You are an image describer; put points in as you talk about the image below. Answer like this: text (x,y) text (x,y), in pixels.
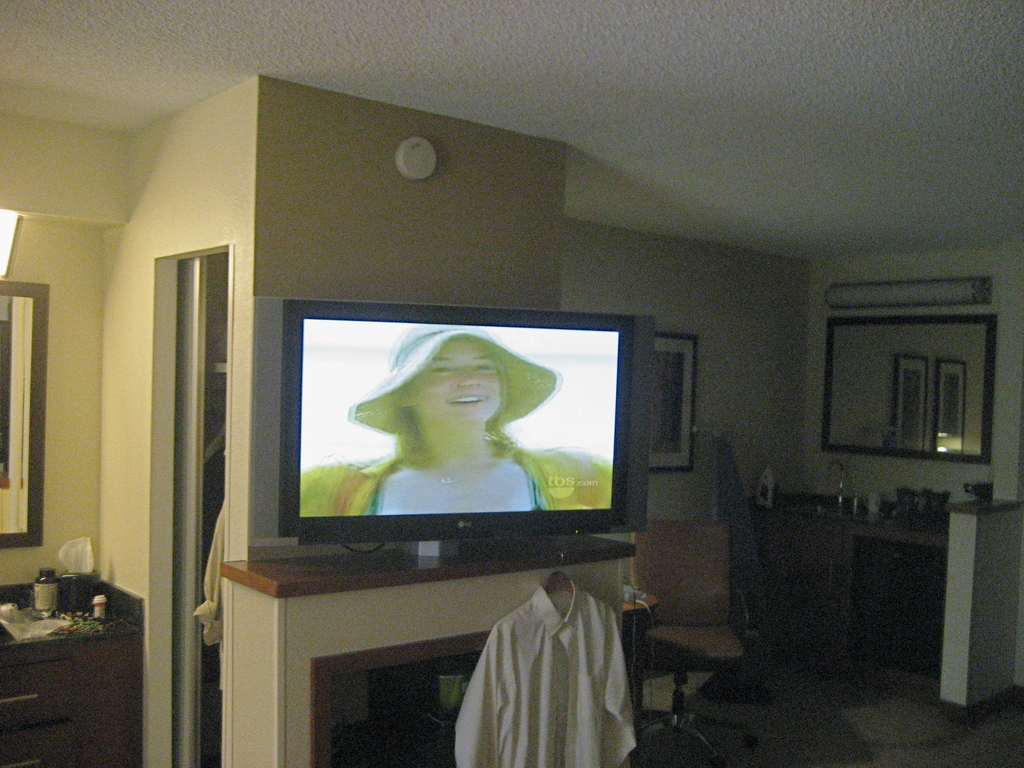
As we can see in the image there is a wall (328,193), photo frame (666,355), mirror (833,414), lights (926,296), television (364,509), cloth (503,691) and table (789,540).
